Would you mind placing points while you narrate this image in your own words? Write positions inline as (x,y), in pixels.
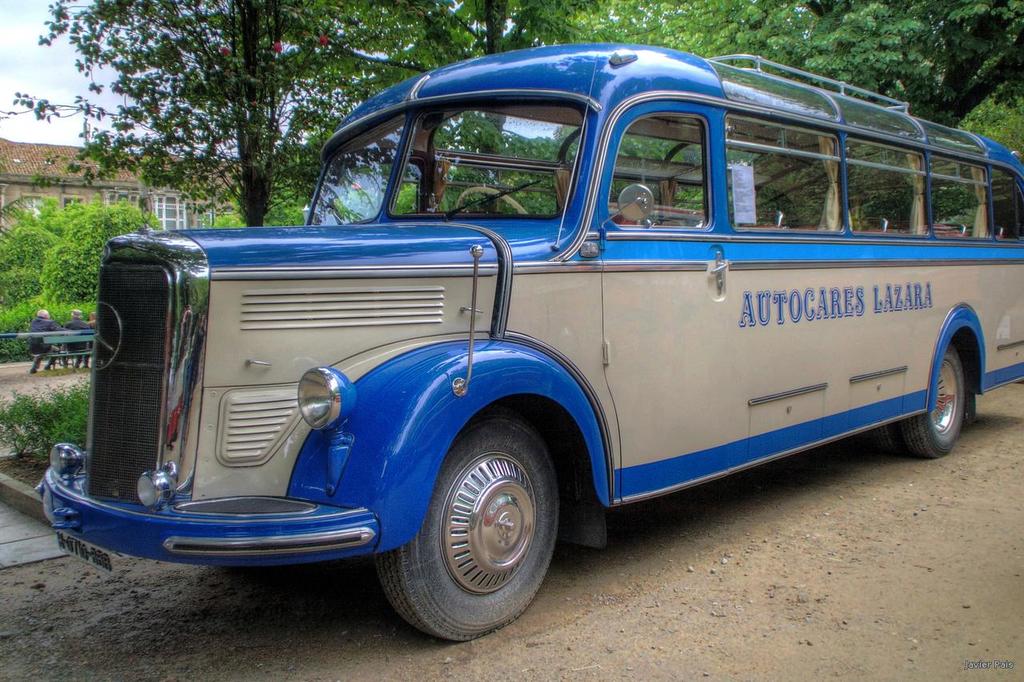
In this image, we can see a bus (602,328) on the road (680,576) and in the background (780,31), there are trees (214,172), buildings (133,188) and we can see some people (49,364) sitting on the bench (68,355).
